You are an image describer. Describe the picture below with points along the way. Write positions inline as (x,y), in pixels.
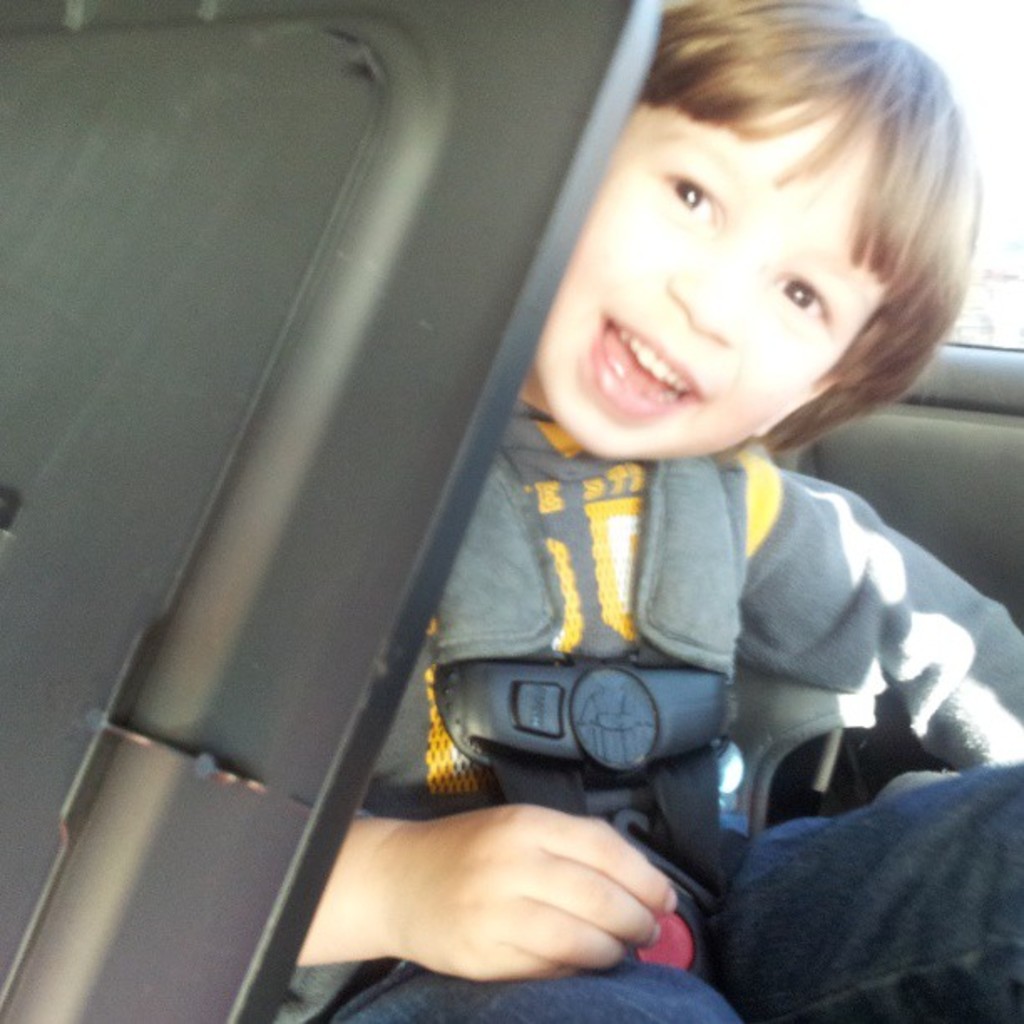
In the image in the center (347,366) we can see one car (21,35). In the car (61,247), we can see one boy (671,439) sitting and he is smiling, which we can see on his face (650,254).
